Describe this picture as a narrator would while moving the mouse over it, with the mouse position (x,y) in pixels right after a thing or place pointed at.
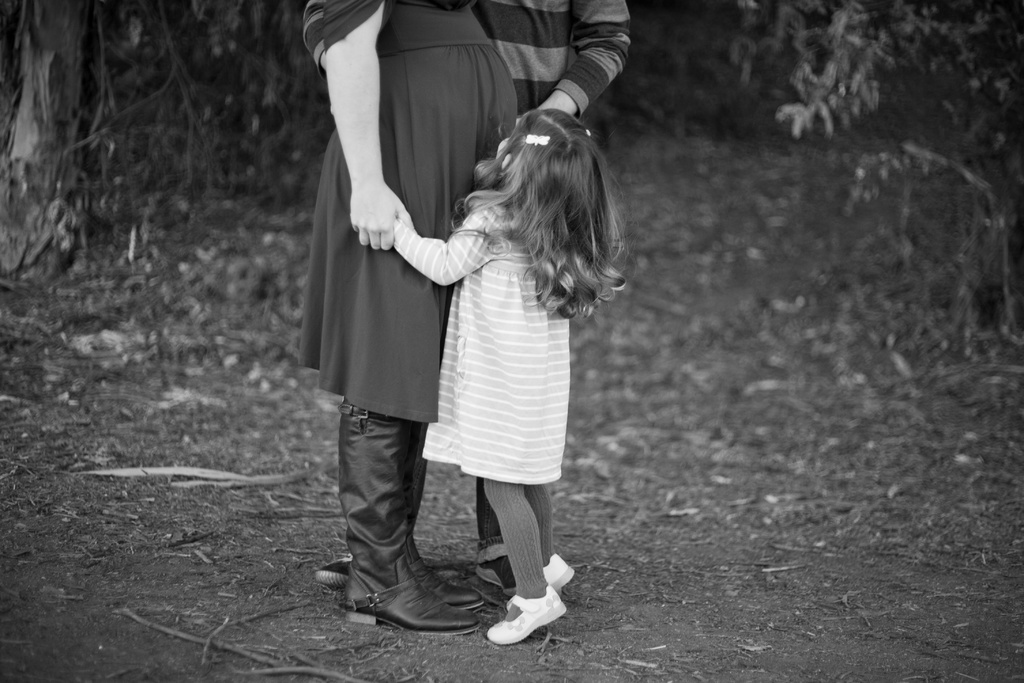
In this picture we can see two persons (493,35) and a kid (509,218) are standing, at the bottom (816,460) there are some leaves (670,282), in the background (987,287) we can see trees (767,100), it is a black and white image.
